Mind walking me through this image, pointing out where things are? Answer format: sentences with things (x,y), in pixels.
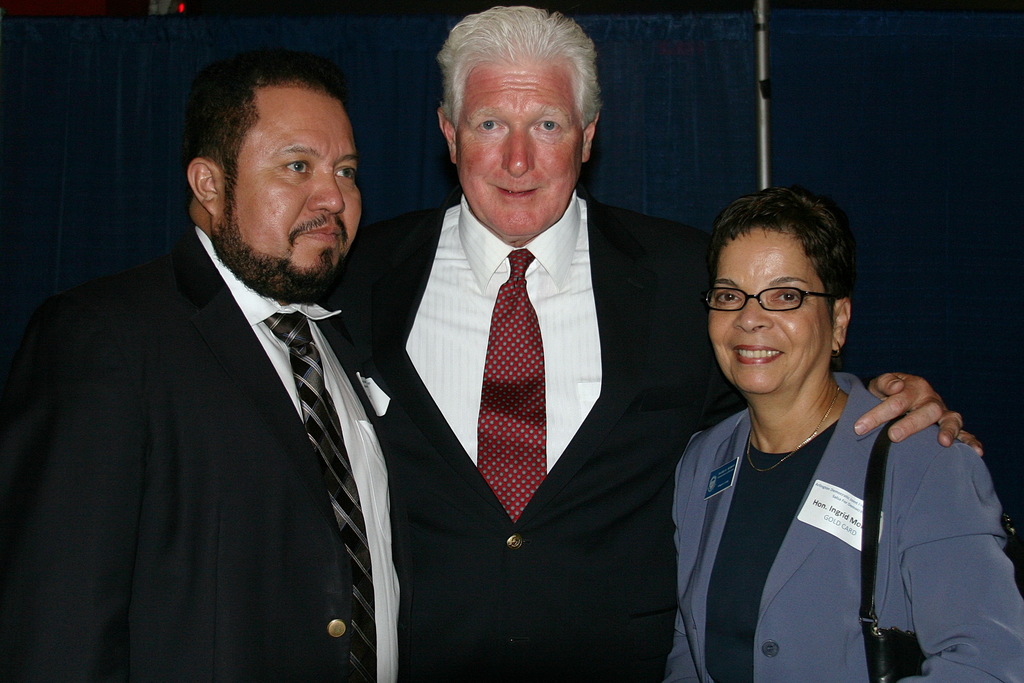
This picture describe about the two old men (357,349) wearing black coat (602,398), one smiling and giving a pose into the camera Beside there is a old woman (811,535) wearing a grey color coat (929,561) smiling. Behind there is a blue curtain (853,94).
